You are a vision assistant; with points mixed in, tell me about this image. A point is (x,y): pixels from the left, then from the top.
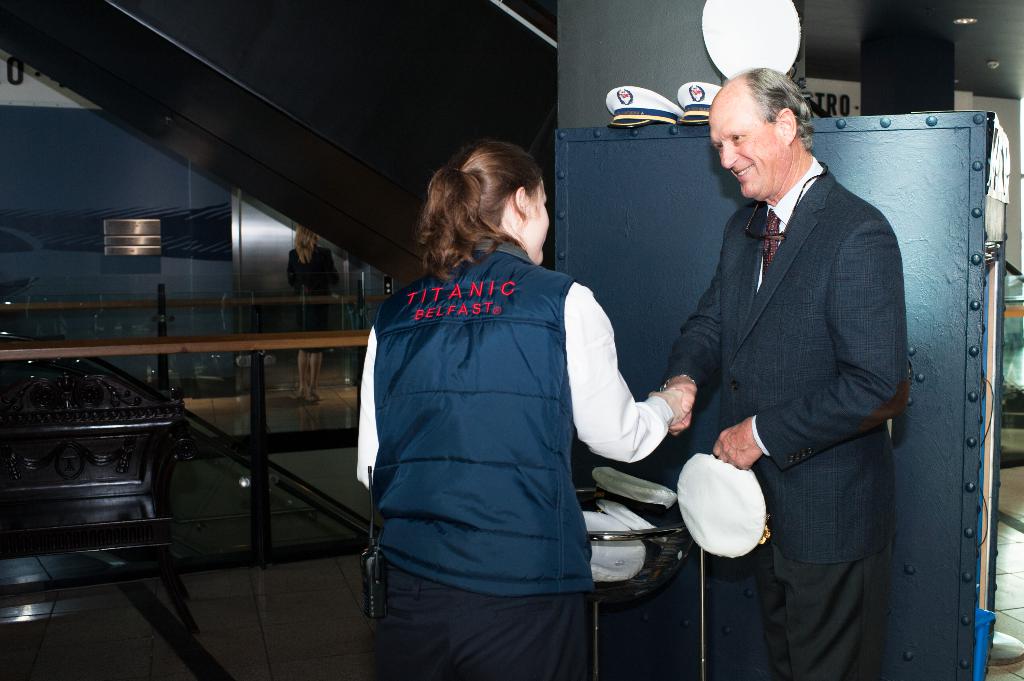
There are two persons (645,422) standing as we can see in the middle of this image (531,399). The person (730,420) standing on the right side (843,416) is holding a white color cap (739,507). There is one another person (318,293) standing as we can see on the left side of this image (300,276), and there is a wall (930,279) in the background (647,155).
